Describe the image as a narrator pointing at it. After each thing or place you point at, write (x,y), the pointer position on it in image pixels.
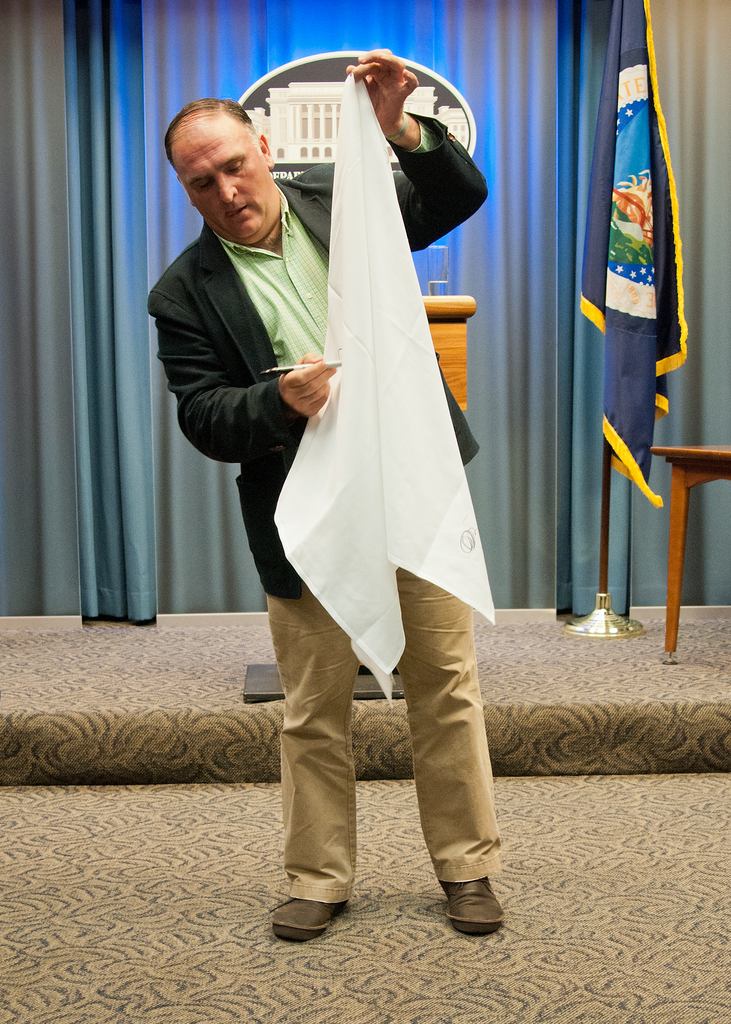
In this picture we can see an old man (435,163) standing with a white cloth (350,446) in one hand (381,79) and a pen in another hand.
